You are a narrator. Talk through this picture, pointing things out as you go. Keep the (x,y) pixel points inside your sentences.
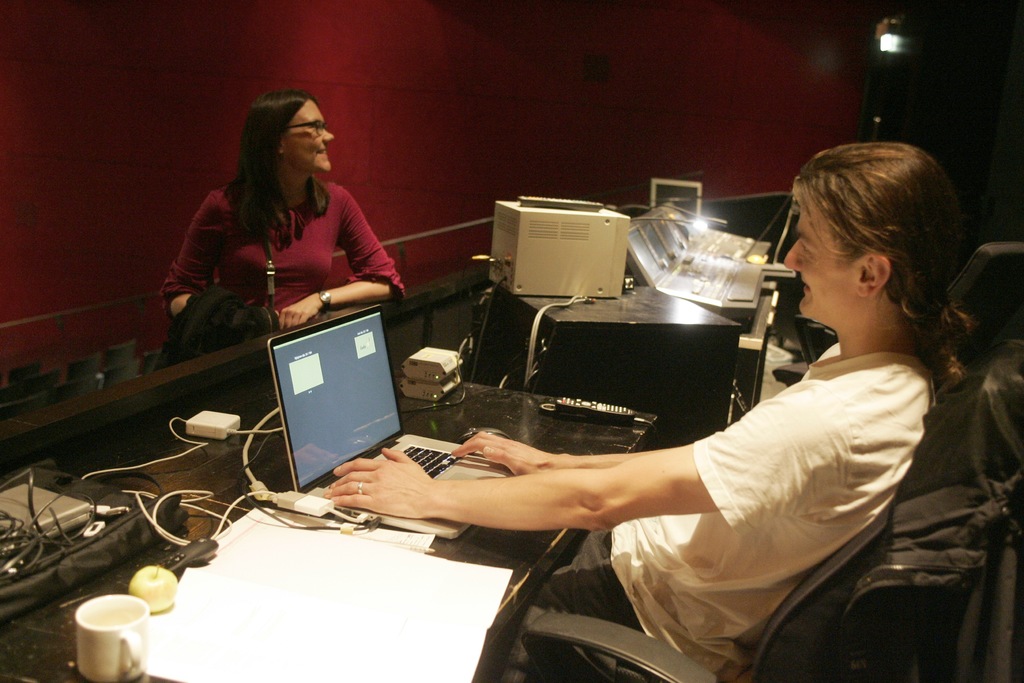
Here in this picture we can see a man (802,509) sitting on a chair (818,601), a woman (300,115) and tables (571,333) in front of them having laptops (406,510) and other electrical instruments (651,219) present on it and there is a cup (123,596) and a apple (147,579) and papers (298,575) present on it also
